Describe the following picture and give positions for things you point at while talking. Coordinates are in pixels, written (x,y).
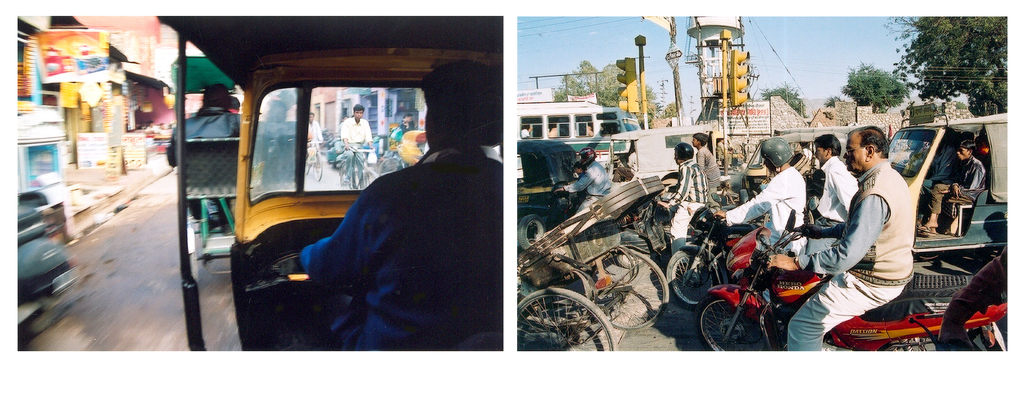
In the center (405,240) we can see one man (363,259) sitting in the auto (314,234). On the right (793,184) we can see few persons (798,185) were riding bike (733,236) and few persons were sitting in the auto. In the background (570,66) there is a sky (692,73), trees (927,76), wall (842,117), traffic light (735,100), sign board (750,112), vehicles (667,137) and few persons (405,116) were riding cycle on the road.
